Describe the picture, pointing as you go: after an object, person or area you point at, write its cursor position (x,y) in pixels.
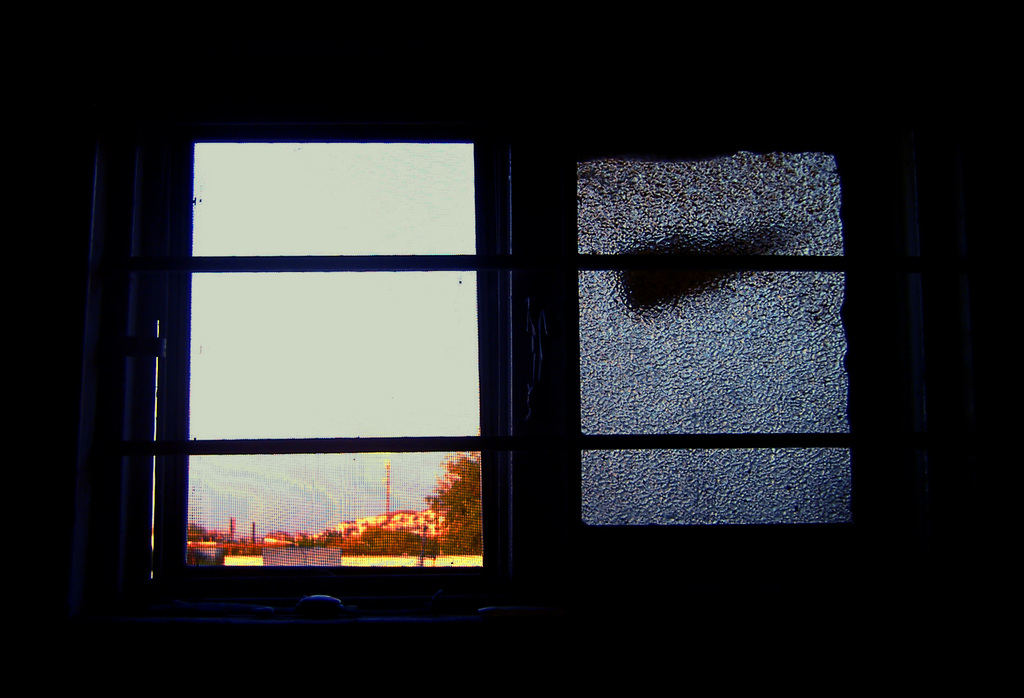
In this image, we can see a glass object (659,365), handle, rods (656,445) and mesh (321,510). Through the mesh (293,400), we can see the outside view (365,504). Here there are few trees (451,510), houses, poles (387,479) and sky (343,359).
